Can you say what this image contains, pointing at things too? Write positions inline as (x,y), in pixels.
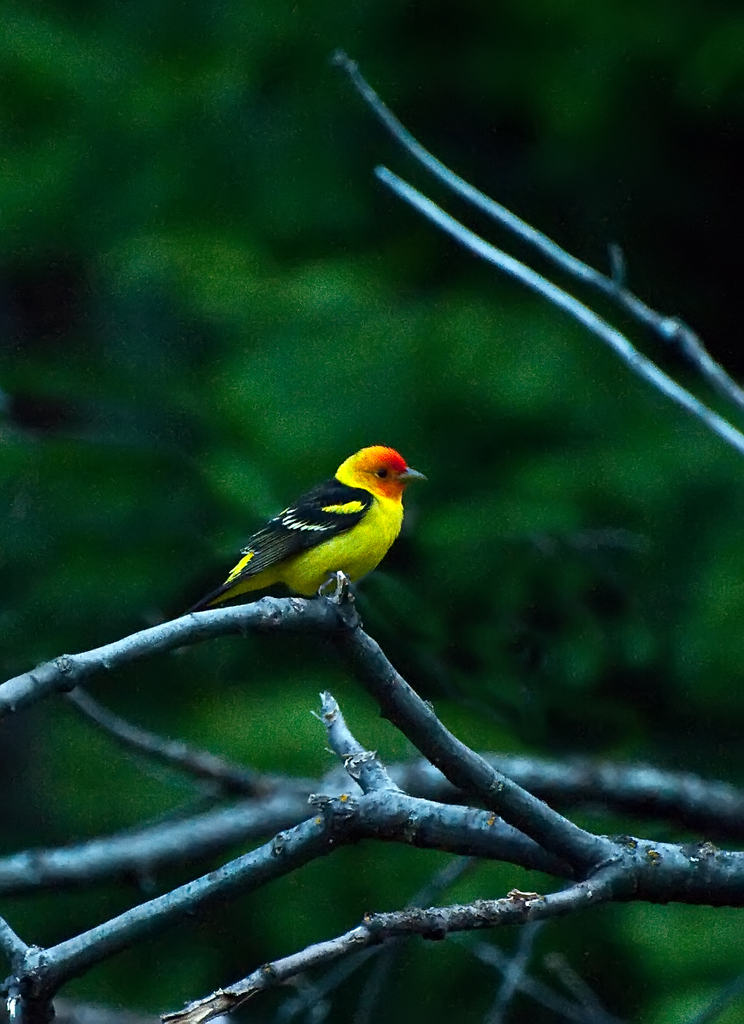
In this picture there is a bird (317,558) in the center of the image (361,525), on a branch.
